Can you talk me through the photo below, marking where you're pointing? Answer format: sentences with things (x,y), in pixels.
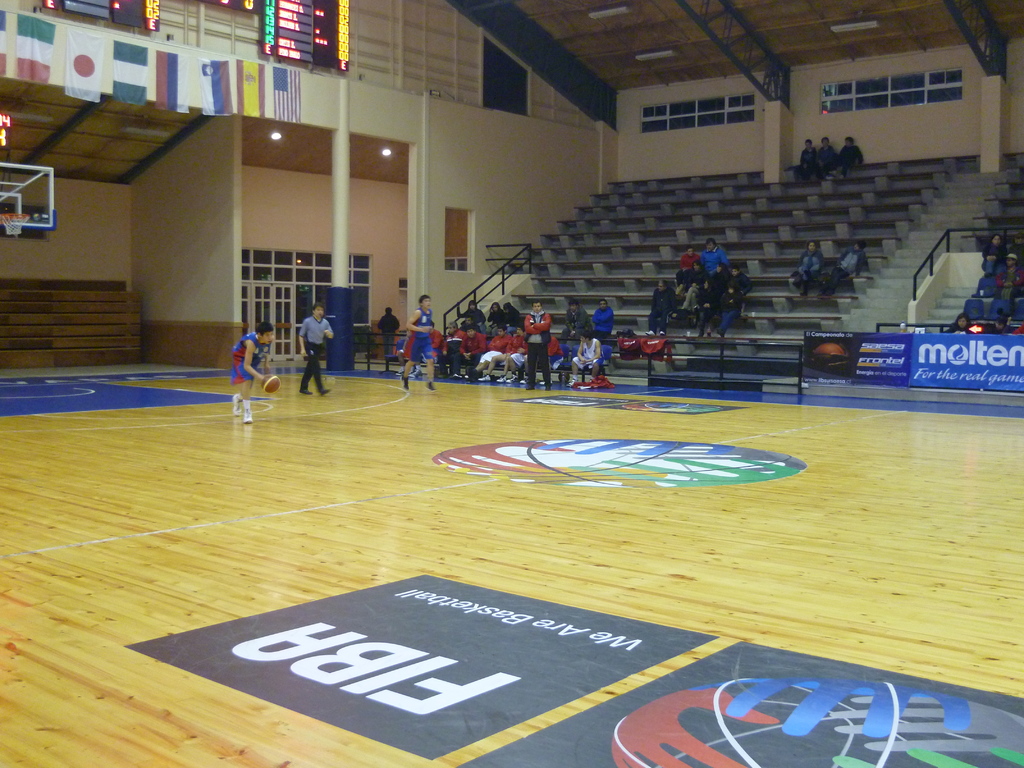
In the image we can see there are few people (238,396) wearing clothes (250,375), socks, shoes (301,391) and they are playing. There are even other people (536,337) standing and some of them are sitting. Here we can see the basketball court (368,571), basketball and the flags (187,78). We can even see the poster (940,358) and text (958,345) on it. Here we can see stairs (914,251), benches (770,252) and the scoreboard (339,39).
